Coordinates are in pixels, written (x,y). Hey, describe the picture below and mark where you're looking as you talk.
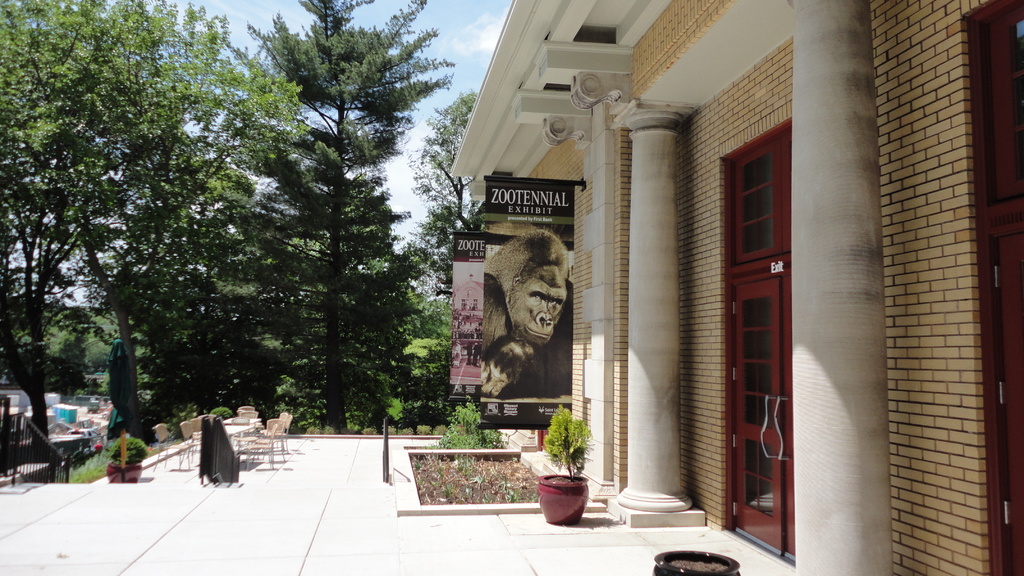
On the right side of the picture (797,439), we see a building (933,382), pillars (872,437) and a door (775,323) in brown color. Beside that, we see flower pots (564,503) and plants (488,436). We see a black banner (494,342) with text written on it. On the left side (18,444), we see a railing (42,464) and the flower pot (116,465). We see plants (133,453) and shrubs (127,441). There are tables (253,425) and chairs (264,444). We see vehicles (102,407) which are moving on the road (103,421). There are trees (154,336) in the background (319,223).
